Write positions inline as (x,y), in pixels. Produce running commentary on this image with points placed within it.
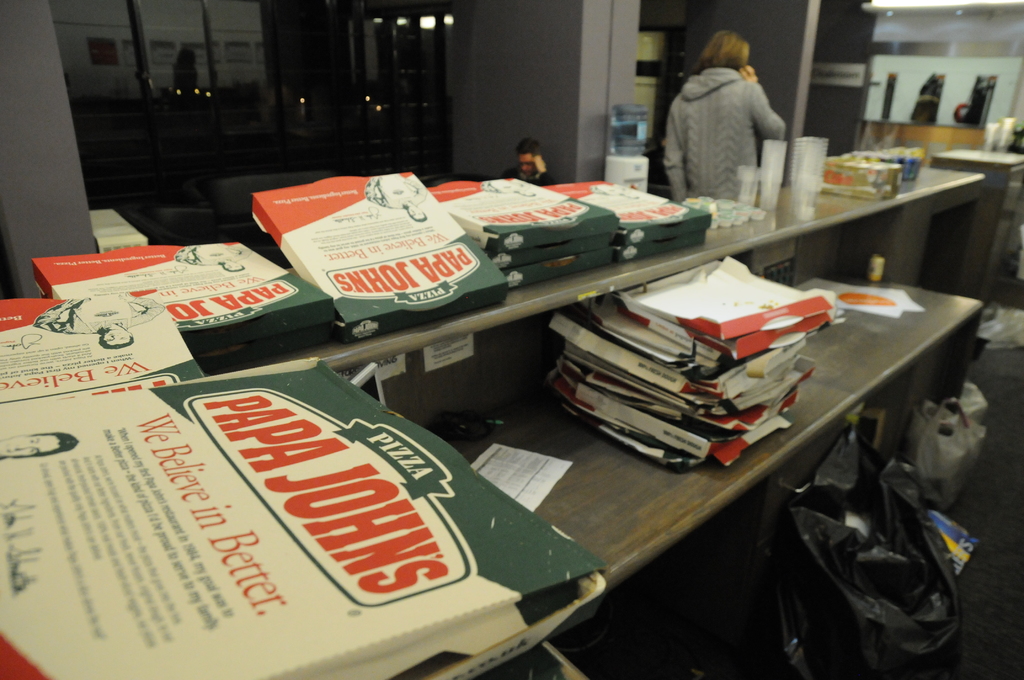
In the picture I can see many cardboard pizza boxes (253,391) placed on a table (576,432) and there is a person (743,126) standing beside it and there are some other objects (623,122) in the background (824,67).
